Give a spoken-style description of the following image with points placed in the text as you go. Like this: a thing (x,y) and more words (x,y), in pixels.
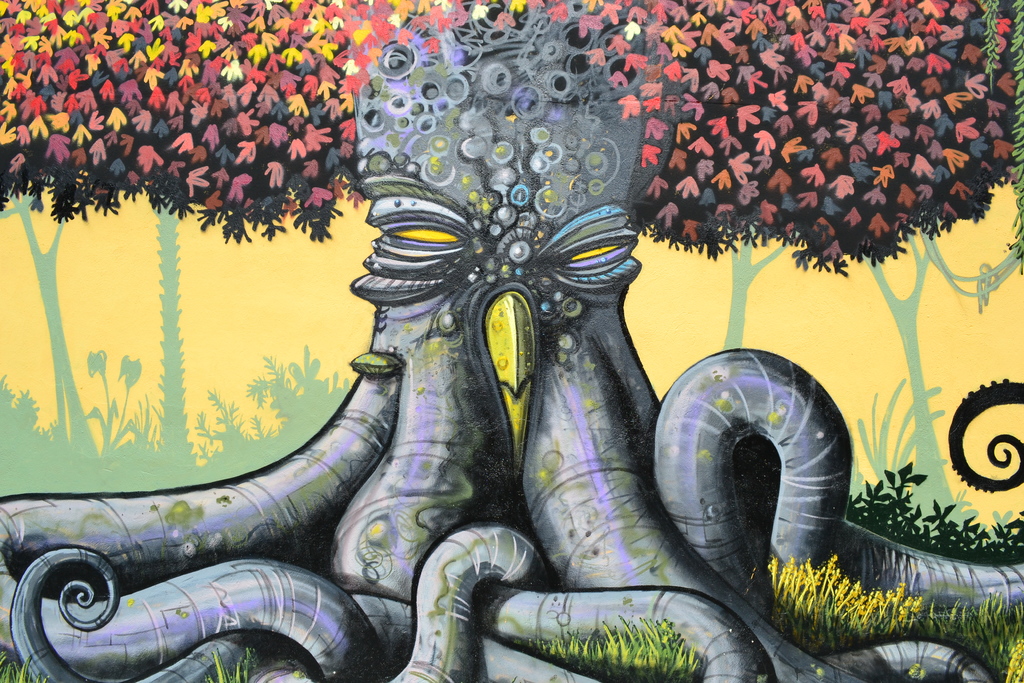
In this image we can see a painting (197,306) of a tree (422,305).
